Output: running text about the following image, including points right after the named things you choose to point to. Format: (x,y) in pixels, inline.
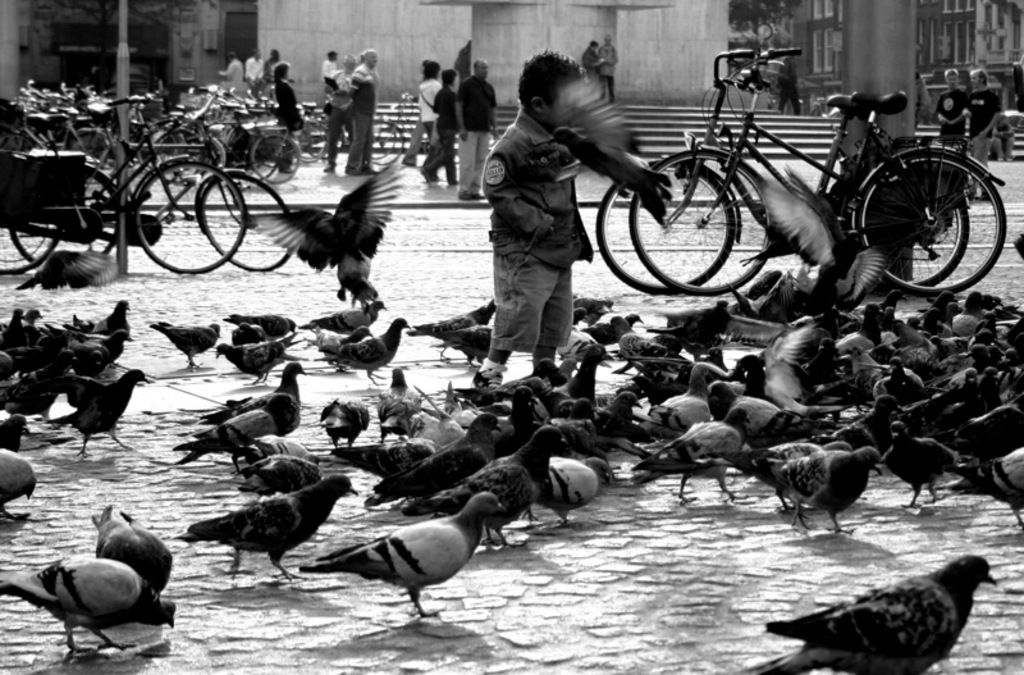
This picture is in black and white. In this picture, we see many pigeons (287,419) are on the road (375,422). The boy (545,247) in the middle of the picture (570,308) is standing in between the pigeons (622,359). Behind him, we see bicycles (756,133) are parked on either side of the picture. In the background (443,160), we see people (280,101) are standing. In the right top of the picture (952,130), we see two men (952,129) are walking on the road (991,216). Beside them, we see a staircase (685,109). Behind that, we see a wall (677,75) and a building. This picture is clicked in the city (150,34).
